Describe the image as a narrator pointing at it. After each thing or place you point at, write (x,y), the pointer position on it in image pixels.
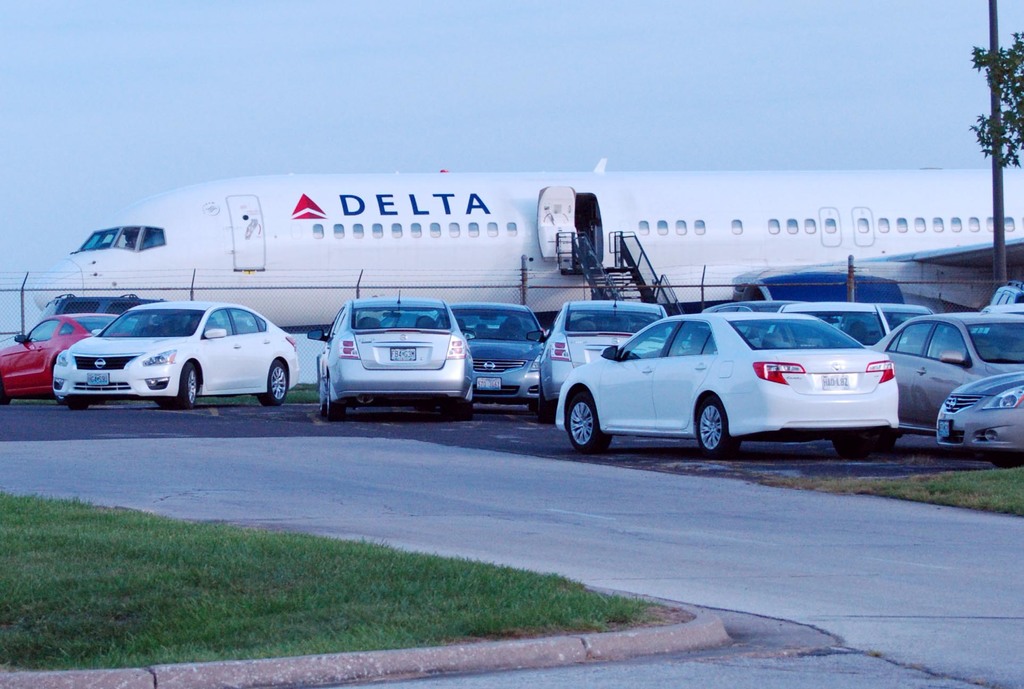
In this image there are cars (586,431) on a road (349,447), on either side of the road (727,568) there is grassland (971,484), in the background (75,294) there is fencing (525,290) and an airplane (99,284) and the sky (450,124).
